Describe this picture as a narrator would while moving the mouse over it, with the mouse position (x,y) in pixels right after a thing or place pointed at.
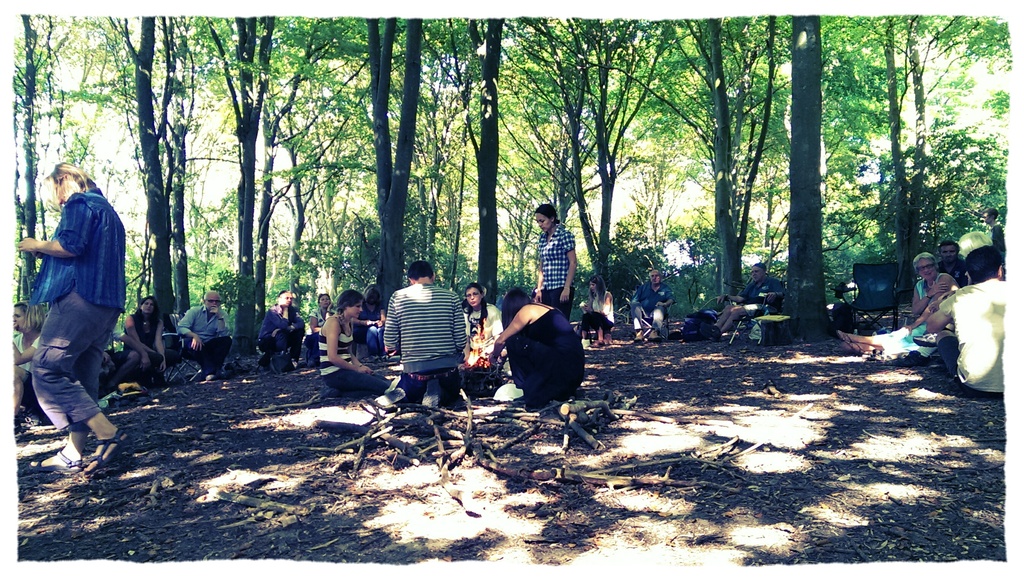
It is some area (962,534) in between the forest (416,128), there are a lot of people (373,374) sitting on the ground (693,385) and at the center (456,368) there are a group of people (412,340) lighting the fire (481,338).
